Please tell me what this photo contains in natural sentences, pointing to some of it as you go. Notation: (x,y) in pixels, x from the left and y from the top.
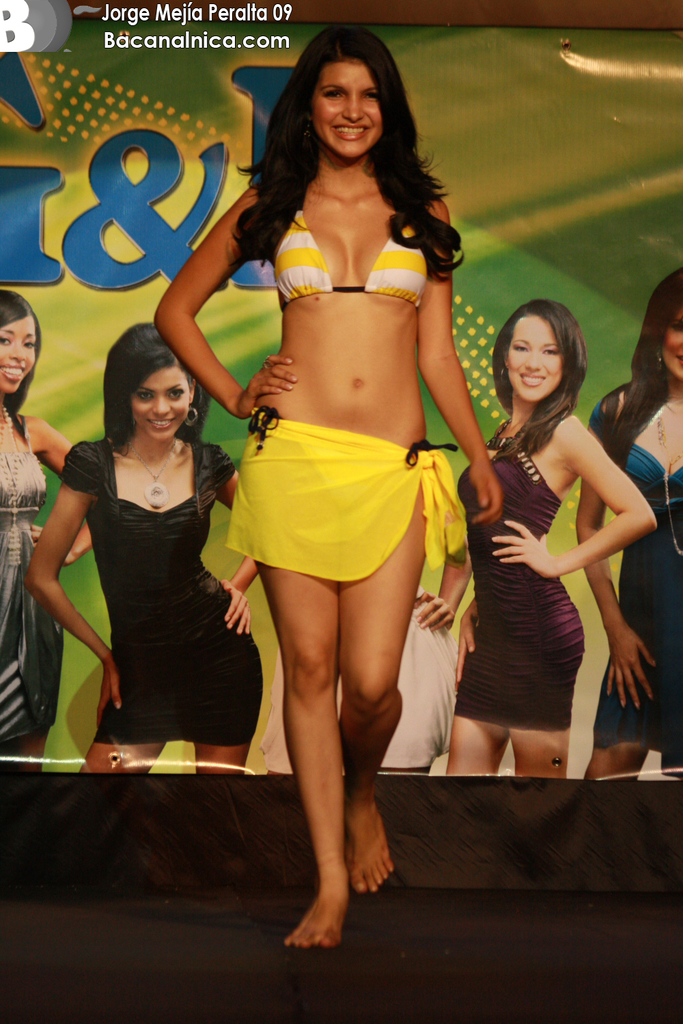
In this image in front (298,945) there is a person (286,634) walking on the floor (411,966) and she is smiling. In the background of the image (456,152) there is a banner (577,268). There is some text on the top of the image (238,39).
